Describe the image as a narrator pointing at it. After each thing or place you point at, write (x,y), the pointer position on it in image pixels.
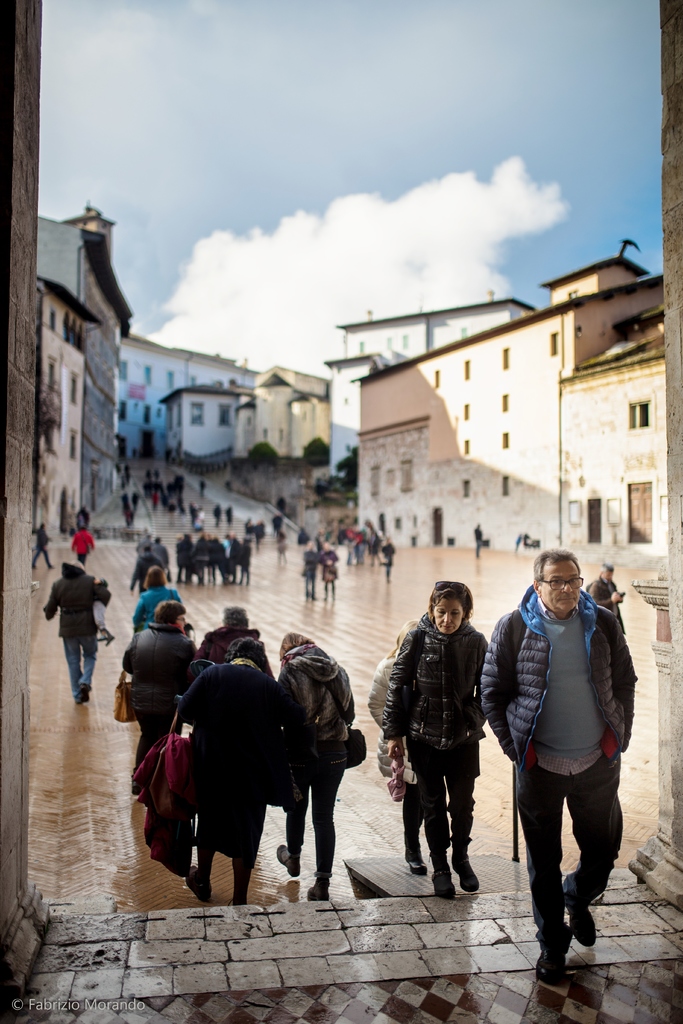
In this image we can see these people (591,868) walking on the road (261,896). The background of the image (426,283) is slightly blurred, where we can see a few more people (160,564) walking on the road (281,598), we can see buildings (597,400) and the sky (463,135) with clouds (452,233). Here we can see the watermark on the bottom left side of the image (84,1011).
